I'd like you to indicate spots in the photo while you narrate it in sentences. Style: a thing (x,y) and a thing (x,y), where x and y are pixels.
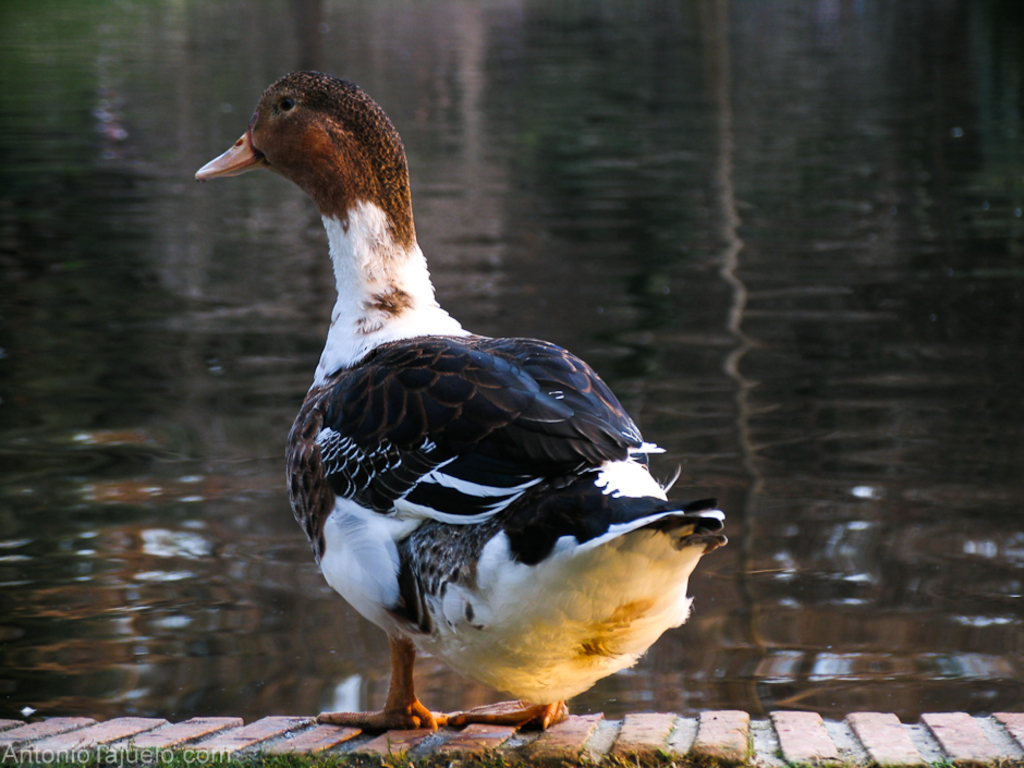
In this image we can see a duck (276,122) on the surface (871,726) which looks like a wall (811,736) and we can see the water (528,298).
